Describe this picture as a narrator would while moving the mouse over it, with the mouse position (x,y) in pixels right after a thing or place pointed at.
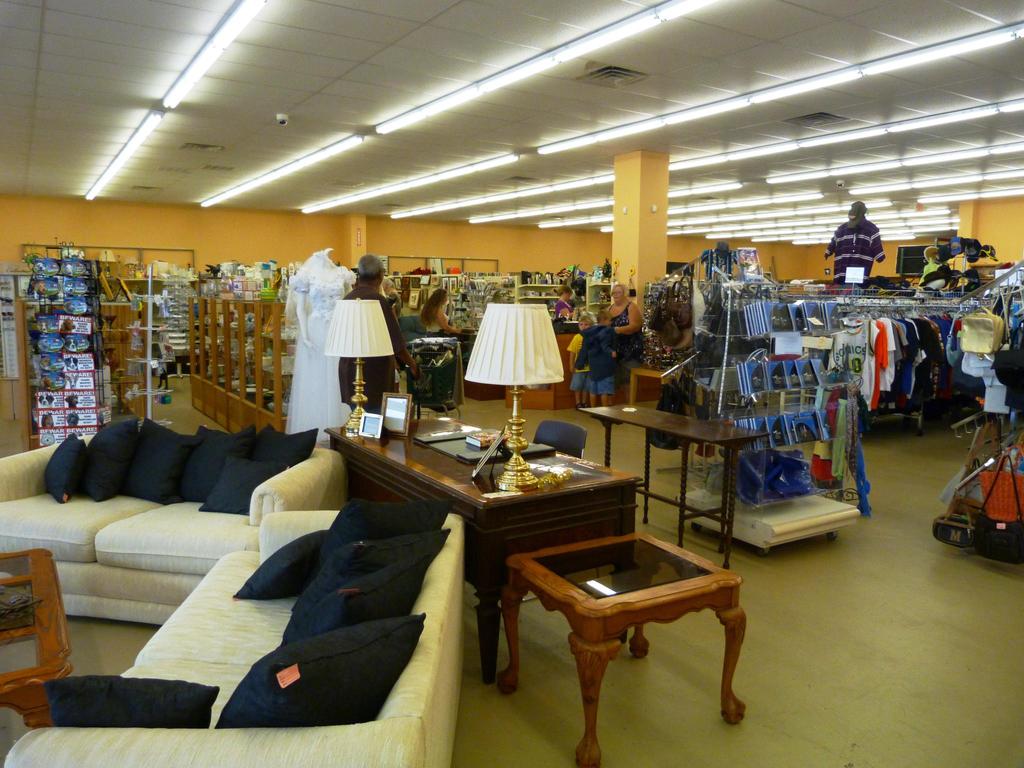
Here we can see store (812,346) full of dresses (848,333), books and everything present and in the front (437,466) we can see a table (504,515) and lamps (497,377) present and there are couches (324,504) present and there are lights (241,22) present at the top (567,149).
